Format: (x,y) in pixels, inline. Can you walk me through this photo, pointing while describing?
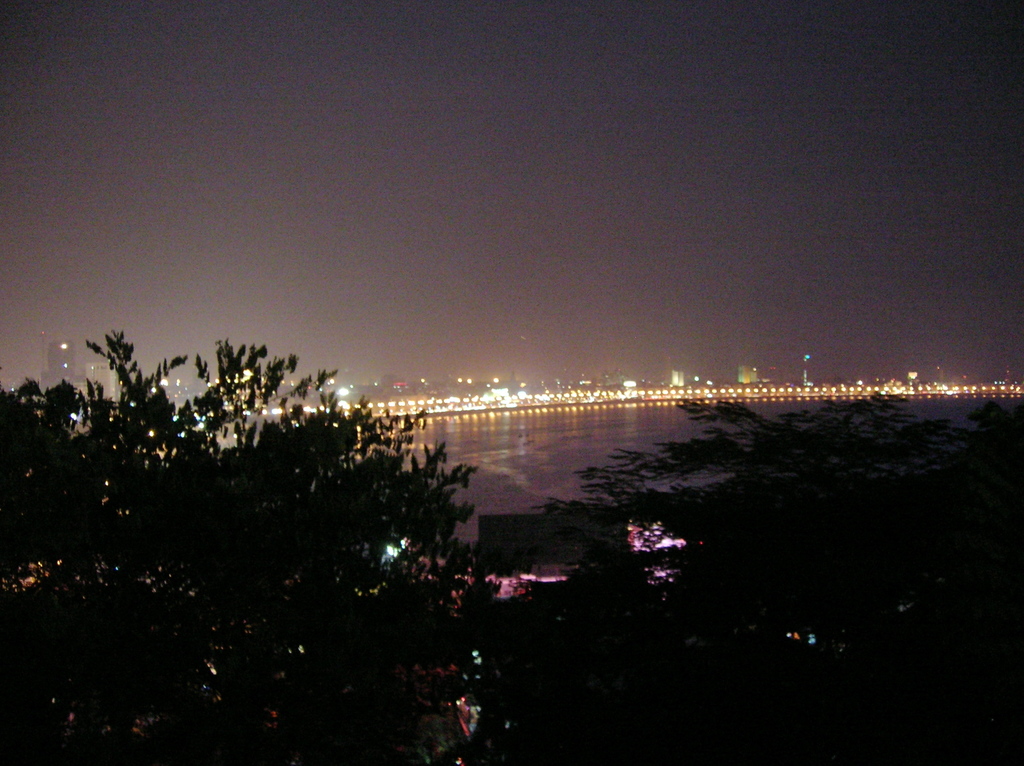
This is an image clicked in the dark. At the bottom (364,626) there are few trees (421,641). In the middle of the image (534,465), I can see the water (528,441). In the background (463,403) there are many buildings (461,399) and lights (553,394). At the top of the image (510,195) I can see the sky (654,132).
